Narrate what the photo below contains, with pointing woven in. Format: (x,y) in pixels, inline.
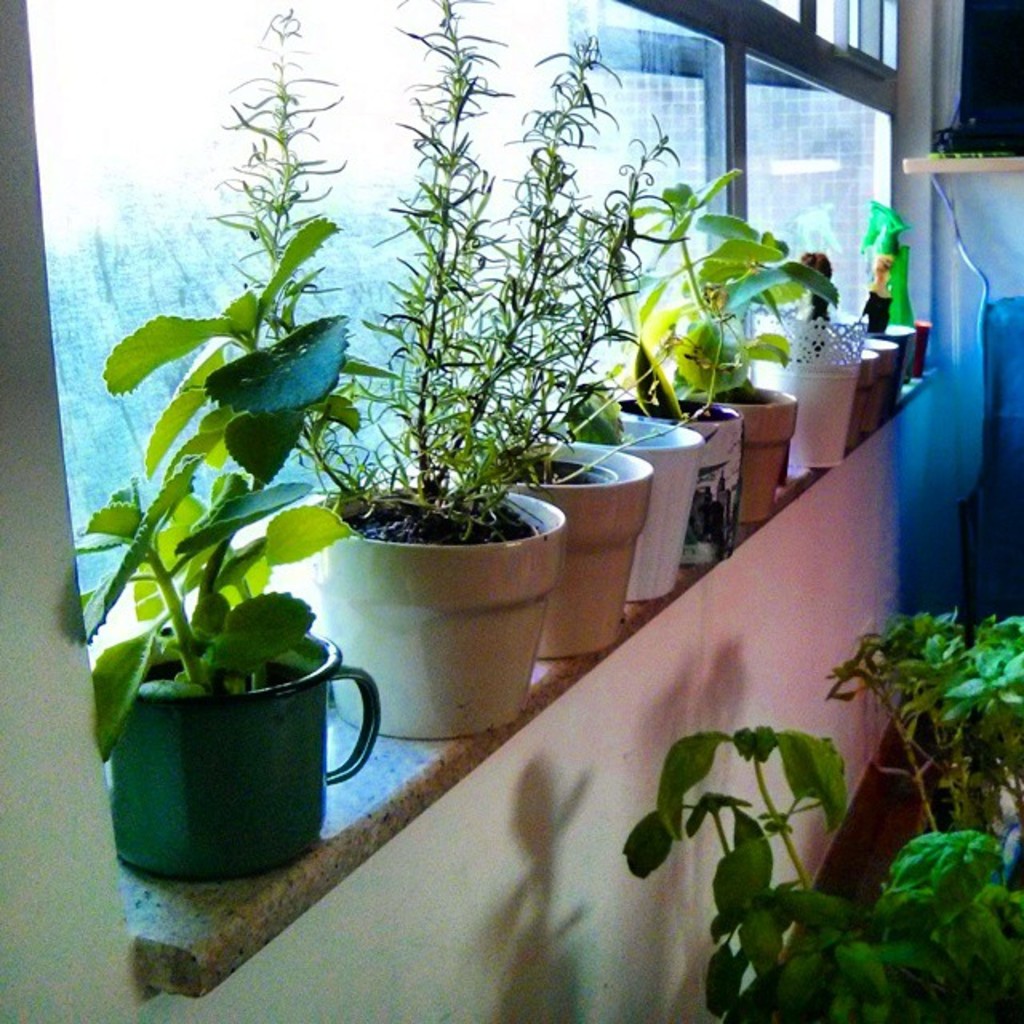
In this image I can see few plants (173,629) in pots (237,781). In the background (875,213) I can see a green colour thing (894,212).
